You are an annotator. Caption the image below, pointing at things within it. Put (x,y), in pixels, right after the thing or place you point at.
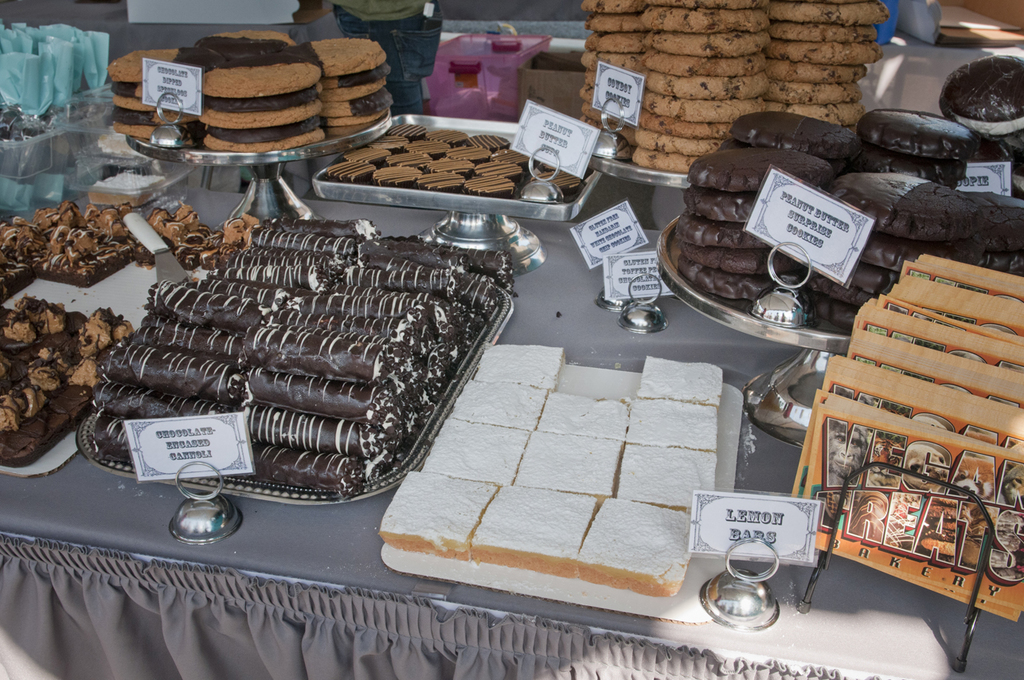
In this image there are cakes (431,318) and some food items (480,422), papers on the circular trays (669,276) and plates (499,325) with the name boards (564,127), knife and some objects (68,167) on the table (790,477), and at the background (395,48) there is a person (342,15).
